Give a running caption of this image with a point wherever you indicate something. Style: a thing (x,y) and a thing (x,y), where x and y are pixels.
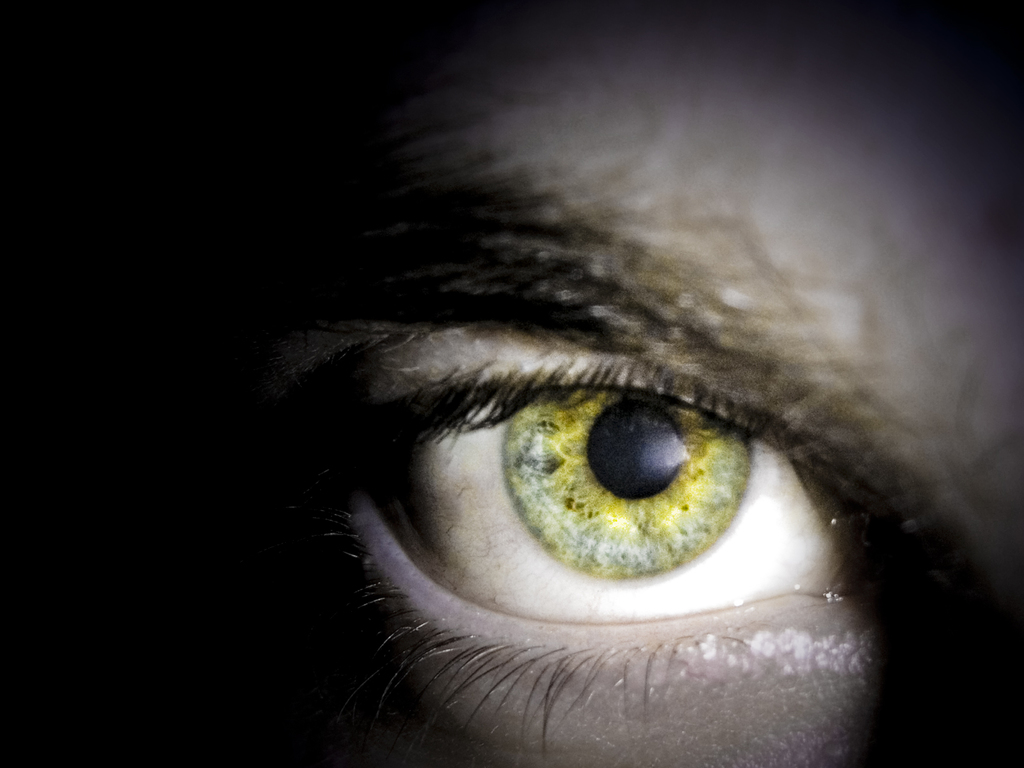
In the center of the image (437,337) there is a eye (434,457) and a eyebrow (413,300).
